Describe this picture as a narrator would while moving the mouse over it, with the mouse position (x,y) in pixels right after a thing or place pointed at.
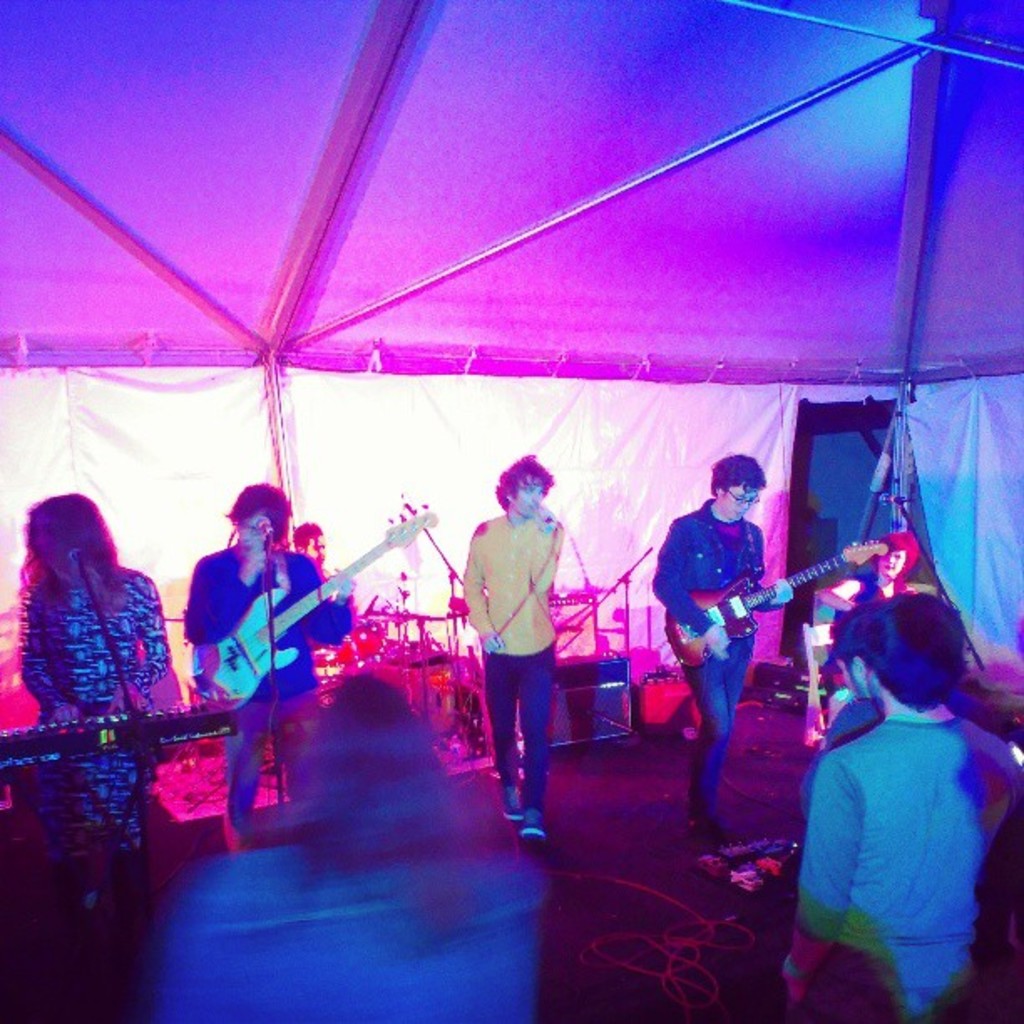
In this picture there are three boys (265,506), they are singing on the stage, the boy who is right side of the image (707,679) is playing the guitar (825,560) and the boy (251,520) who is left side of the image (231,552) is also playing the guitar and the girl (67,501) is left side of the image (79,506) is playing keyboard (158,718) and there are audience (265,930) in front of the boys (473,553) and there is a boy (321,549) who is sitting behind the stage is playing drums (386,610).
